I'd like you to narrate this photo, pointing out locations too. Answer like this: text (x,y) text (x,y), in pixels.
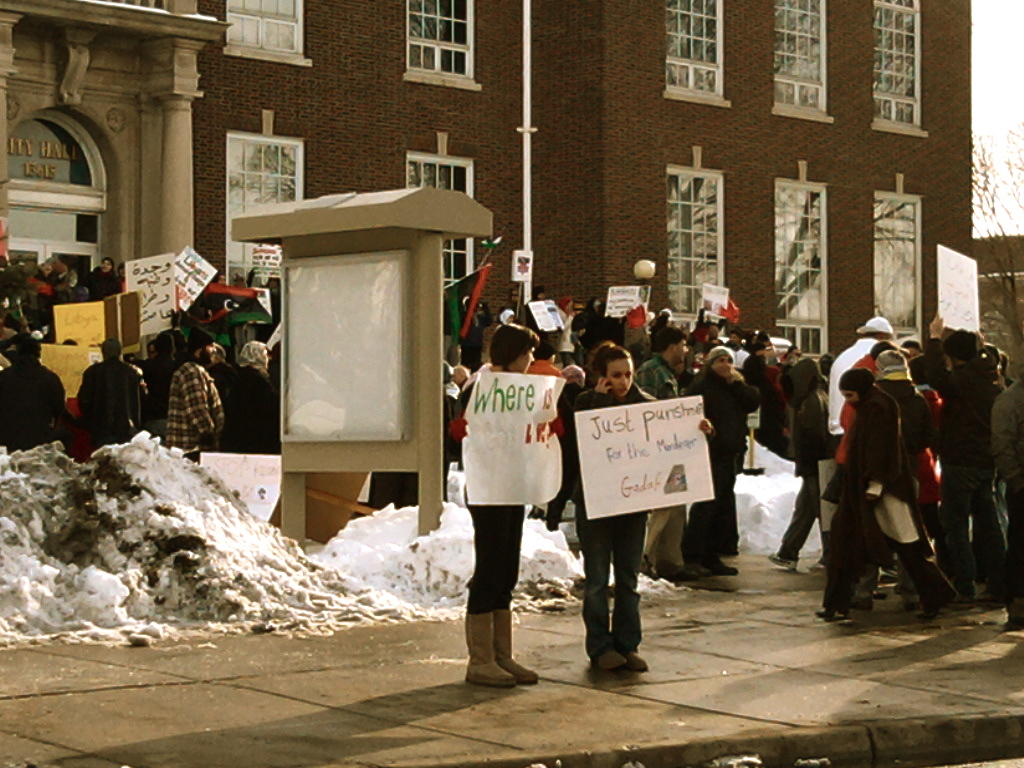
In the image we can see there are people (604,385) standing on the footpath (148,736) and they are holding papers (537,483), banners (637,483) and chart (520,428). There is a matter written on the chart (525,475) and its written ¨Where¨ on it. Behind there is a building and there is snow (566,551) on the footpath (78,736). There is a tree (996,262) at the back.
